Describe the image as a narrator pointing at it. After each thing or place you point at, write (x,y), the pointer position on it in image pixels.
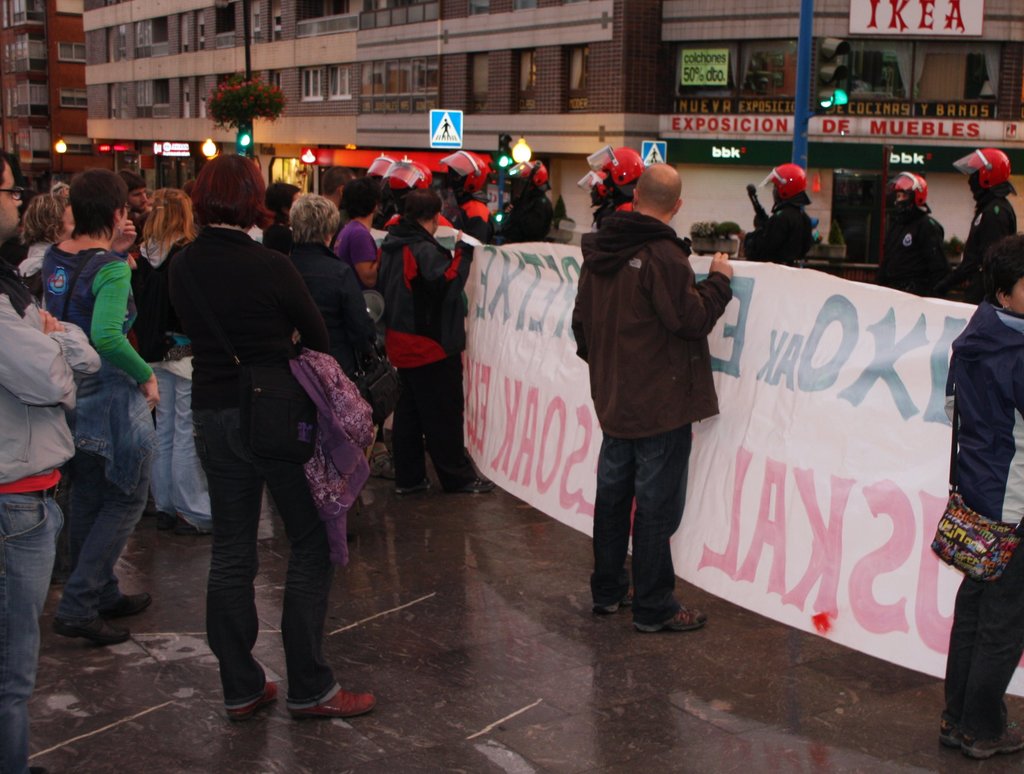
In this image we can see these people (457,161) are standing on the road (559,657), we can see these people (651,284) are holding a banner (922,332) and these people (411,189) are wearing uniforms (1001,216), red color helmets (402,178) and holding weapons (753,215) in their hands (754,226). In the background (26,7), we can see the buildings (547,88), traffic signal poles (837,85) and caution boards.
